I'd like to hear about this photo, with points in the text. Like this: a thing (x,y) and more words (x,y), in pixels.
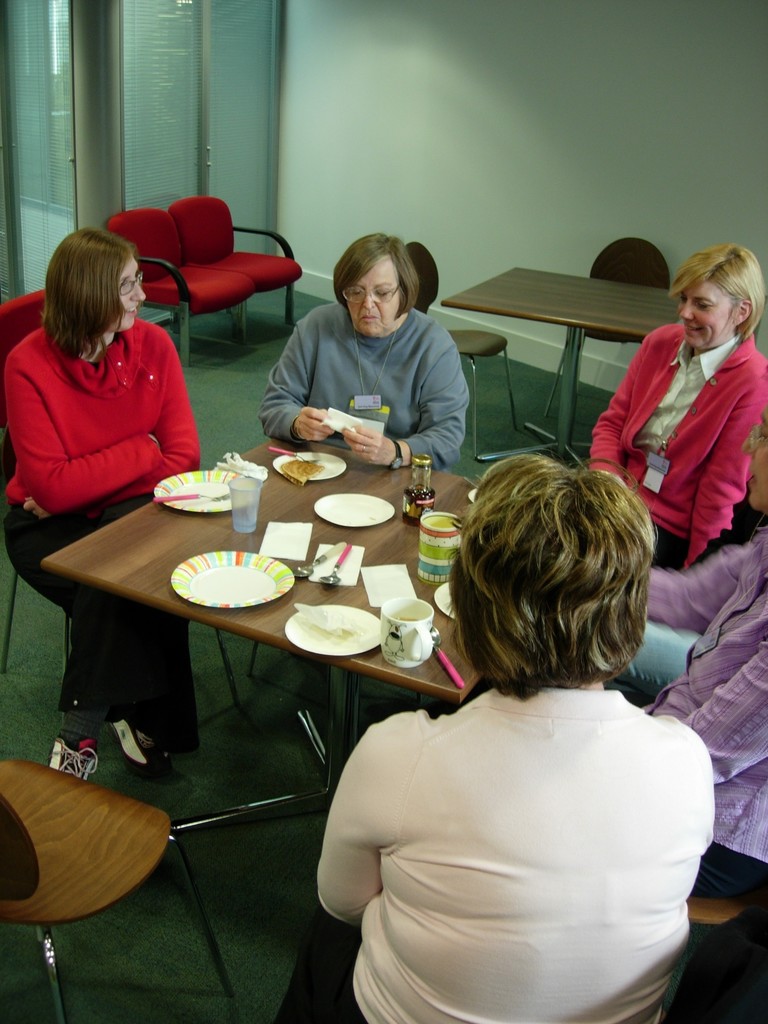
it is a closed room (480,326) where five people (555,549) are sitting on the chairs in front of the table (251,631) and on the table (333,681) there are plates (231,600), spoons (326,559), tissues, and jars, cups (426,642) are present and at the left corner of the picture (235,270) behind a person (83,275) there are two empty chairs (211,246) and behind the chairs (180,201) there are doors (137,164) made of glasses (235,53) and a wall (501,39) at the right corner of the picture (595,310) there are chairs (607,271) and tables (626,313).
